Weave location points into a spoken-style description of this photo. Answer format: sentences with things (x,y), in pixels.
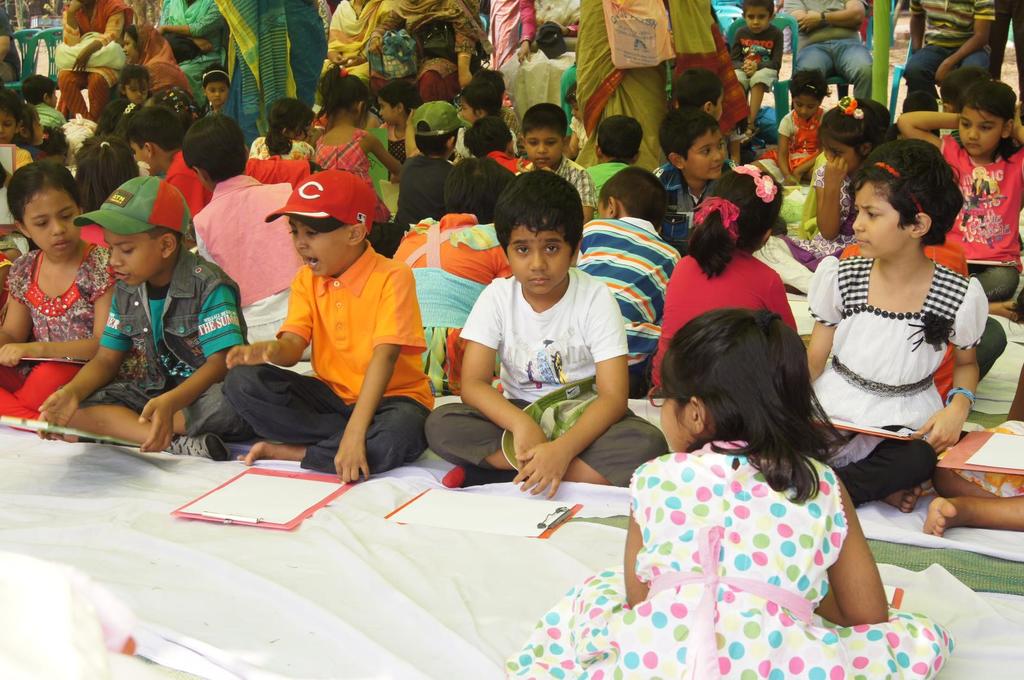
In this image there are few children (360,154) seated on the floor (1002,640), in front of the children (396,286) there are papers (261,499) on the writing pad (303,516), behind the children (485,104) there are a few women (682,33) standing.
